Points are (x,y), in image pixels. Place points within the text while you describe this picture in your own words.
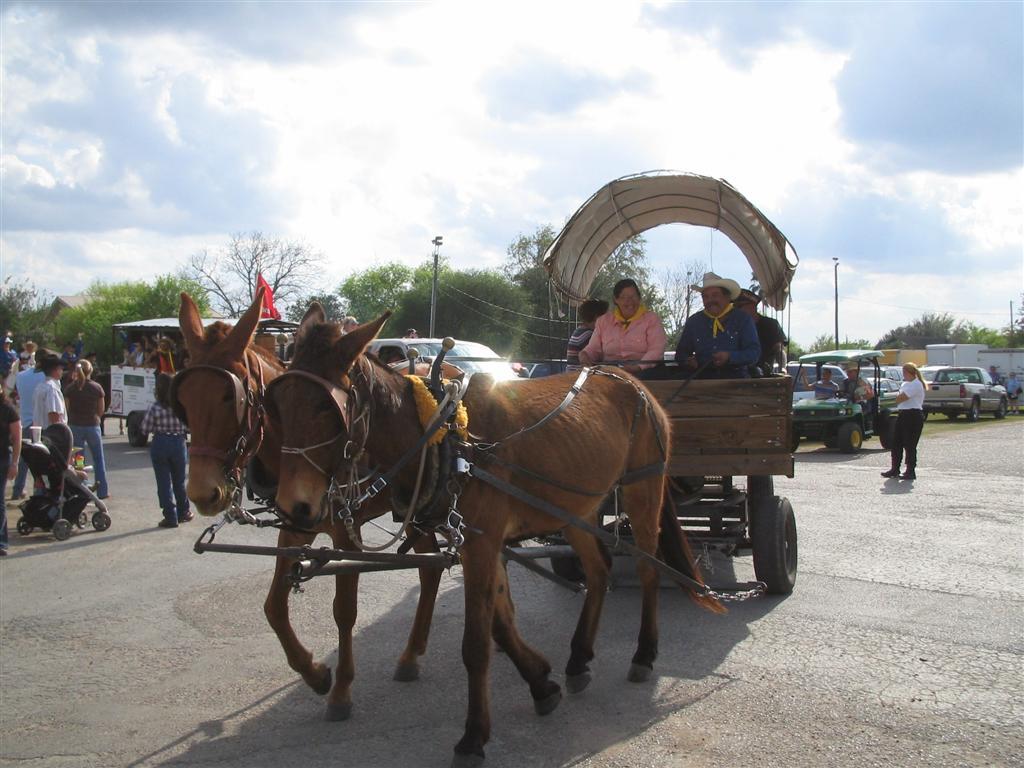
This picture is clicked outside the city. In this picture, we see four people (747,349) are riding the horse cart (545,449). Behind them, we see many vehicles (797,383) are moving on the road (899,478). The woman (911,413) on the right side (906,383) who is wearing white T-shirt (907,396) is standing on the road (877,473). On the left side (8,450), we see people (40,382) are standing on the road (124,517). We even see a baby trolley (68,494). There are trees (409,306), buildings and poles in the background (253,276). At the top of the picture (479,123), we see the sky (479,123) and the clouds (456,155).
